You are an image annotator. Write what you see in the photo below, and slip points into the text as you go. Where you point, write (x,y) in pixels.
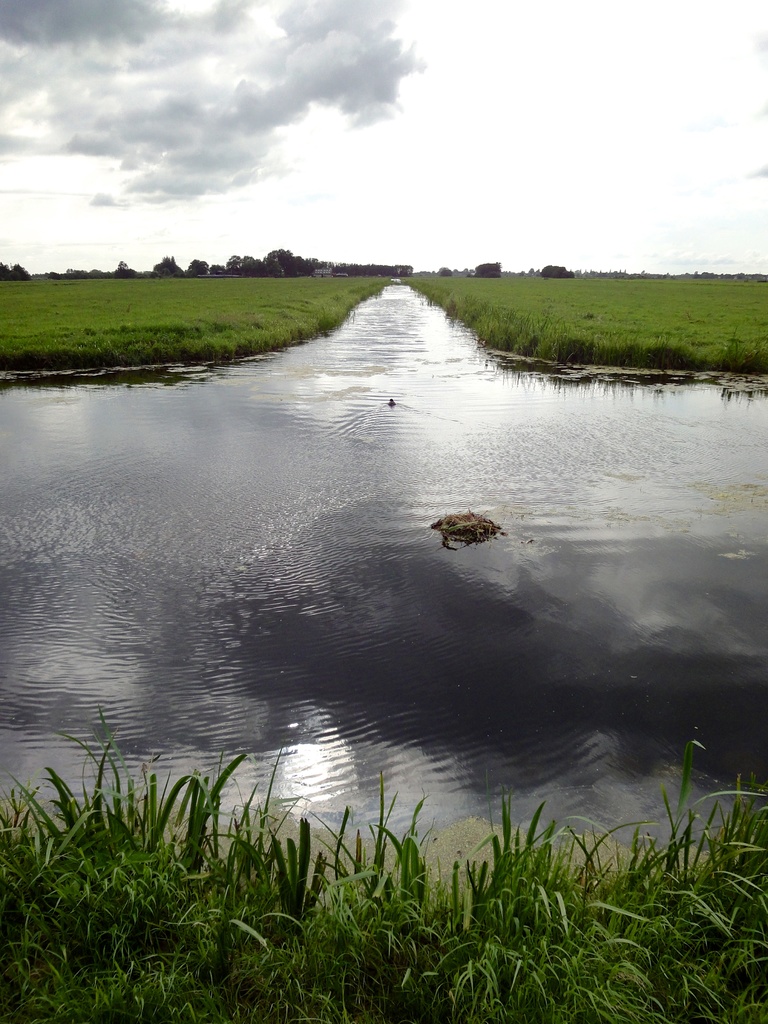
In this image we can see a water channel (374,352), agricultural fields (219,324), trees (244,261) and sky (492,101) with clouds (324,99).
